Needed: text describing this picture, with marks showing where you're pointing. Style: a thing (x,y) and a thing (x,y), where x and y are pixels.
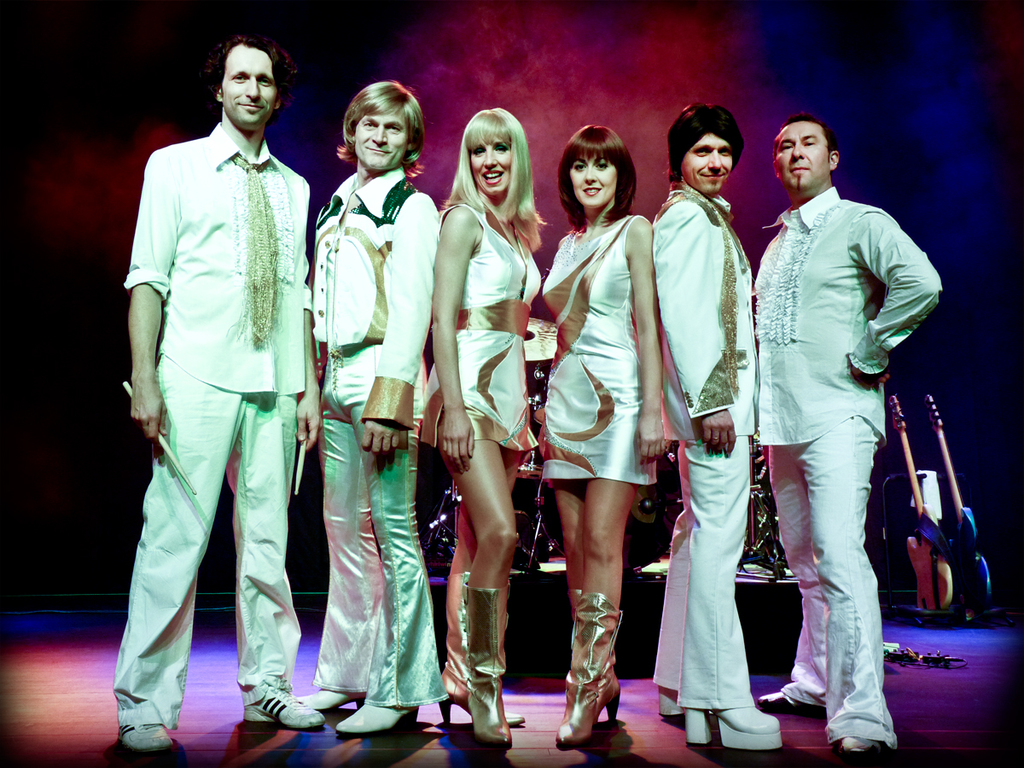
In the picture I can see group of persons (501,338) wearing similar color dress (520,390) standing and posing for a photograph and in the background of the picture (650,533) there are some musical instruments (660,535).
